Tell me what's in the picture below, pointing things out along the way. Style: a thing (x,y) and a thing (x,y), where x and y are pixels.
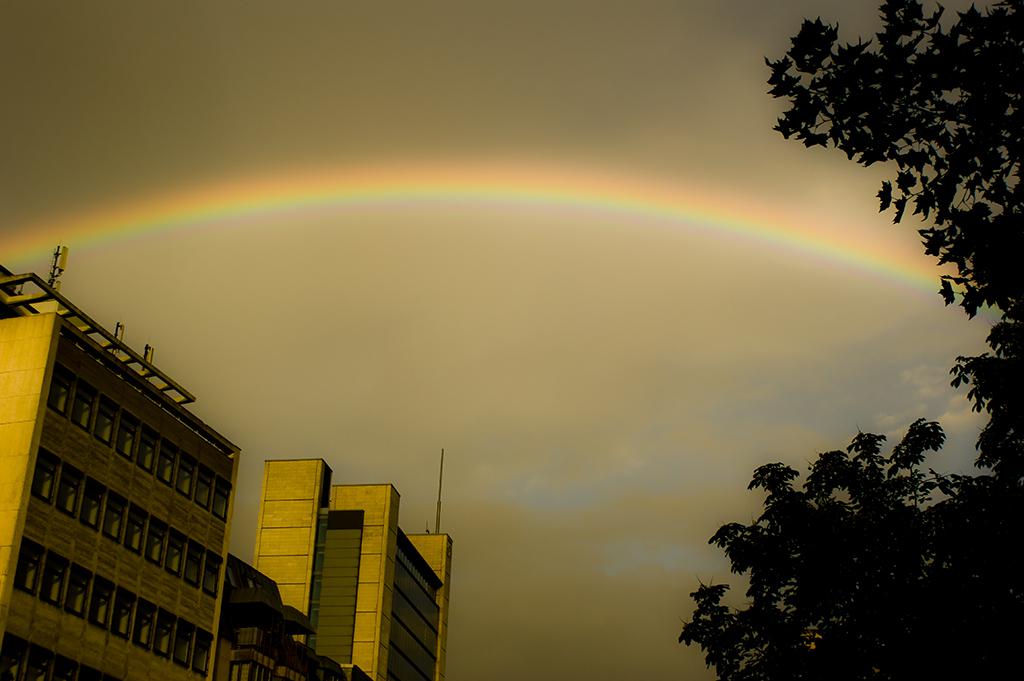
There are trees (970,550) at the right (908,640). There are buildings (263,600) at the left (18,381) and there is a rainbow (191,210) in the sky (361,209).
